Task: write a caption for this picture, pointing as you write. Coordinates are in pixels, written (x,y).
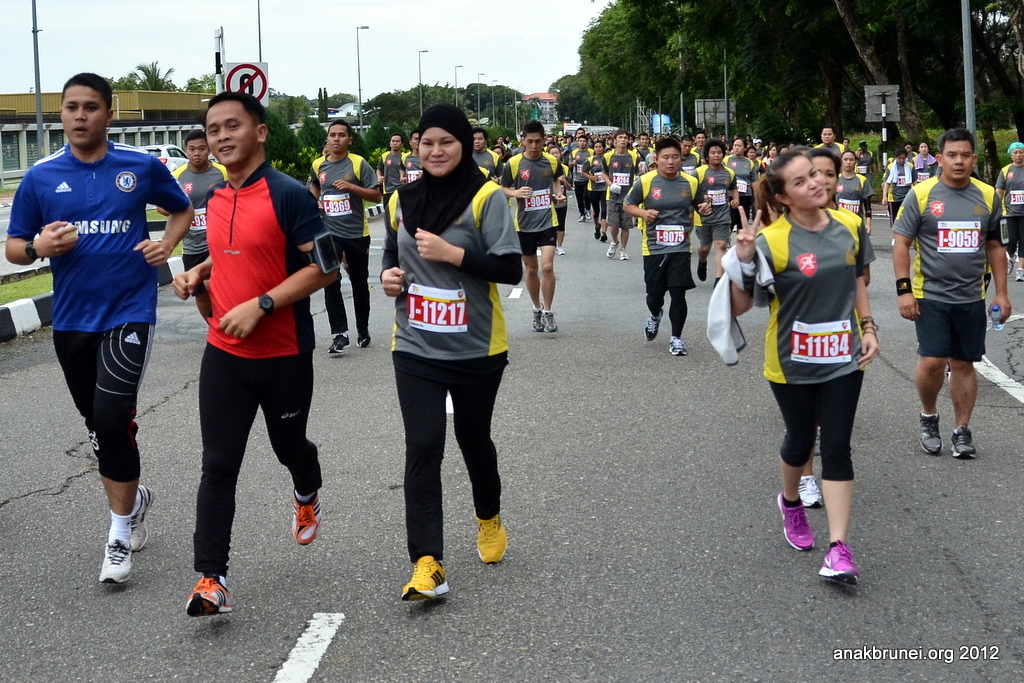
In this picture we can observe some people (669,247) running on the road (506,442). There are men (492,158) and women (454,147) in this picture. Most of them were wearing grey and yellow color T shirts (456,272). We can observe blue and red color T shirts (229,241) on the left side (260,265). There are some boards (249,92) fixed to the poles (881,118). In the background (443,92) there are trees (369,100) and street light poles (360,132). On the left side (55,100) we can observe yellow color building (137,101). In the background (387,50) there is a sky (406,50).
